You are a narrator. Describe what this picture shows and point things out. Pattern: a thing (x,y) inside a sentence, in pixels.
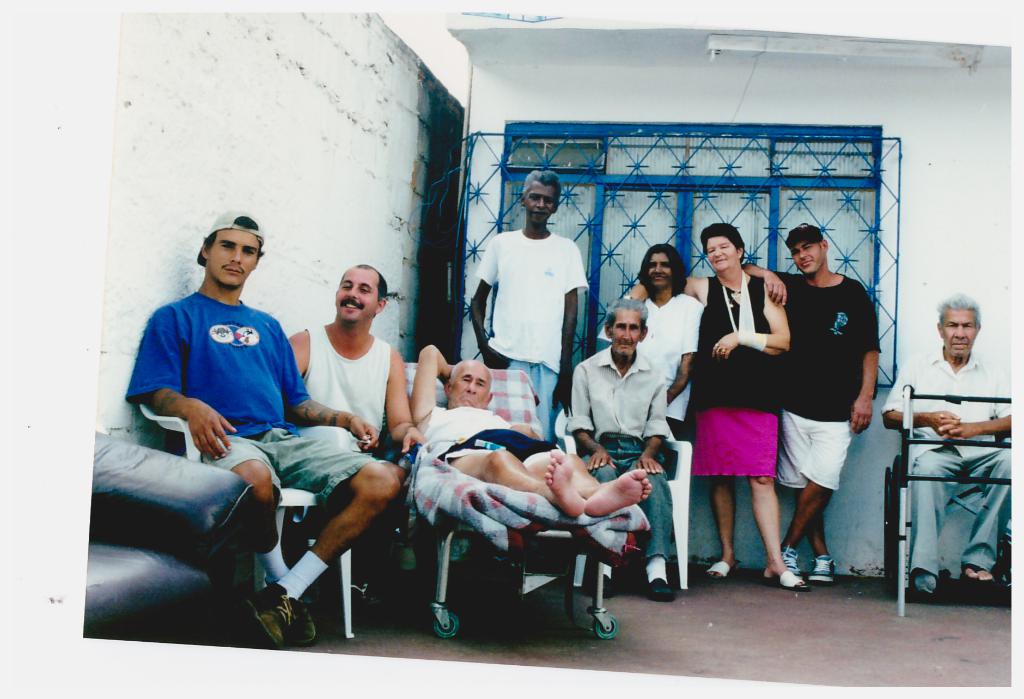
In this picture, we can see a few people (509,437), and we can see the ground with some objects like chairs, sofa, metallic stand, and we can see walls (761,62), windows (621,215), grills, and the roof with light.
